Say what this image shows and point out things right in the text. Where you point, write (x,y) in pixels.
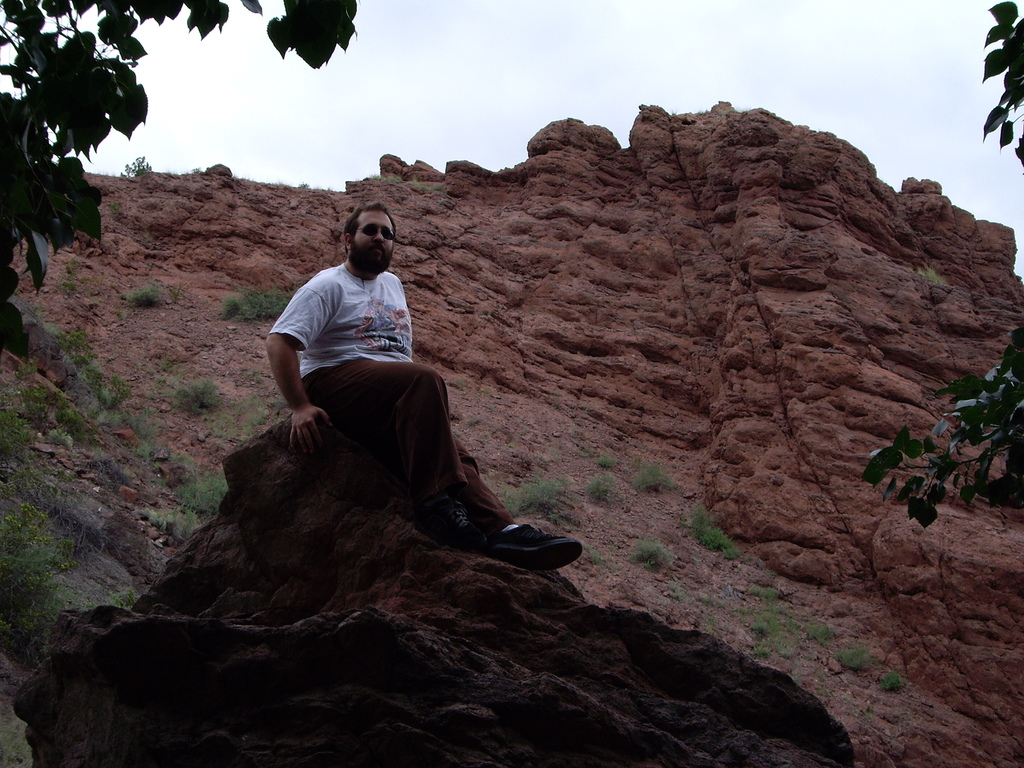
In the picture I can see a person (302,304) wearing white color T-shirt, shoes (494,549) and glasses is sitting on the rocks (327,548). Here we can see the trees (57,28), rock hills (46,450), plants (20,632) and the sky (606,95) in the background (706,82).
